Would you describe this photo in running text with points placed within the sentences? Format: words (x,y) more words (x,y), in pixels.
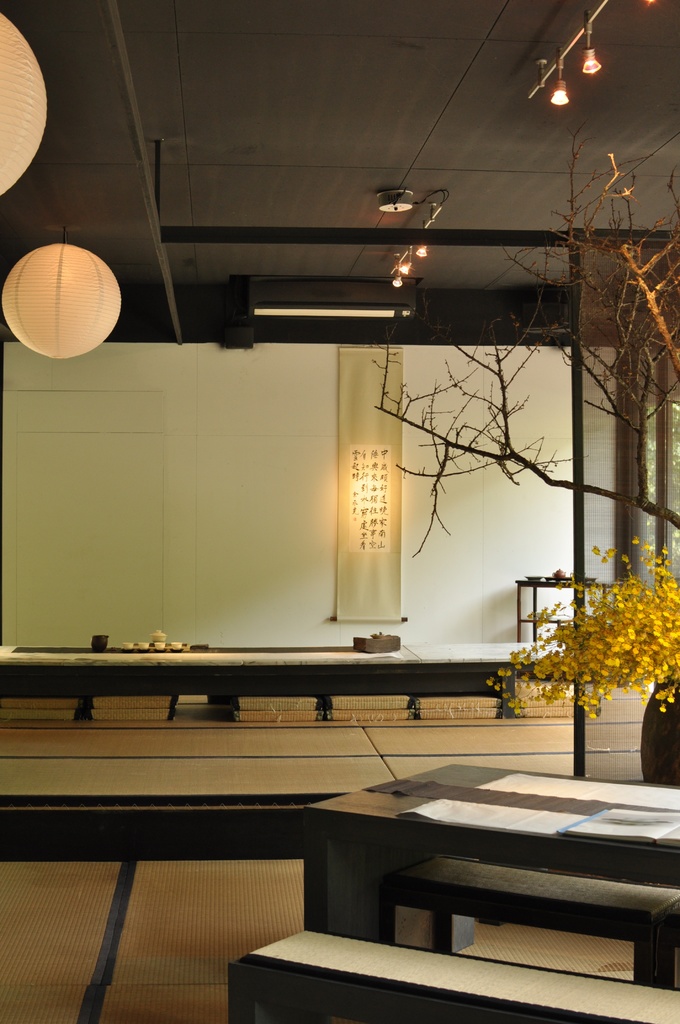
In this picture we can see a few objects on the tables (167,688). There is a flower vase (677,688), tree stems (643,449), paper lanterns (100,302), benches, lights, some text (364,459) on the fabric banner (368,528) and other objects (278,704).
